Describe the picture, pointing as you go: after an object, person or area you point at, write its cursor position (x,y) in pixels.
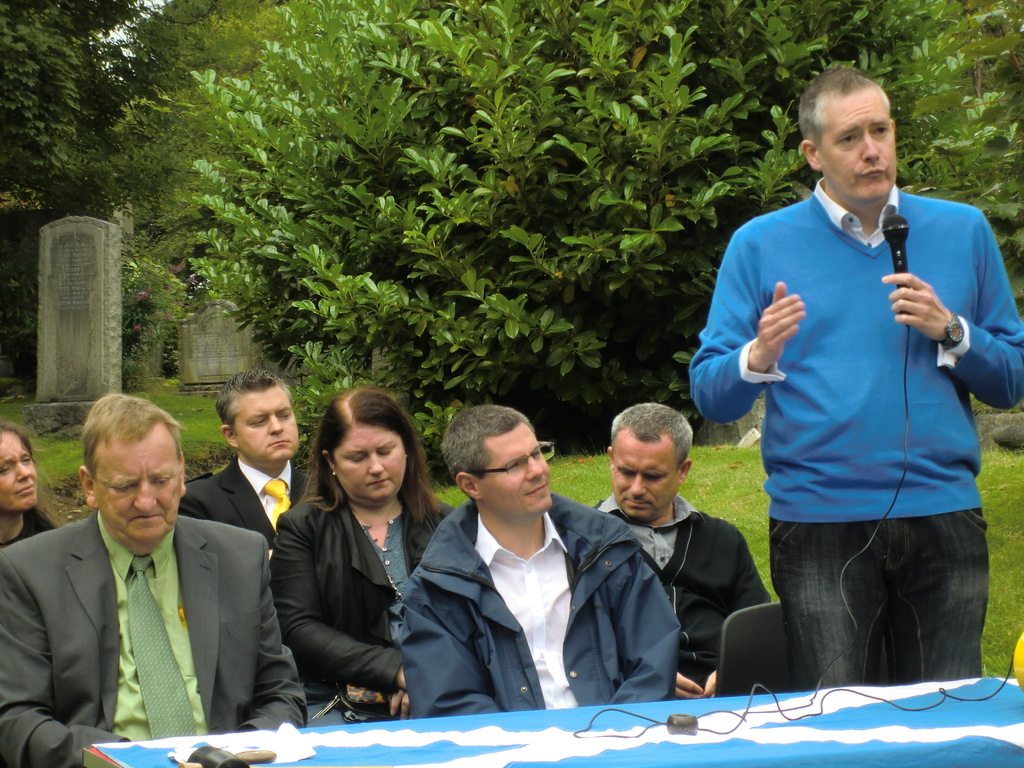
In this picture six people (235,385) are seated and the seventh person (857,254) is standing and speaking with the help of a micro phone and there is a table (249,740) in front of them and we can see couple of trees (438,7) back of them.
